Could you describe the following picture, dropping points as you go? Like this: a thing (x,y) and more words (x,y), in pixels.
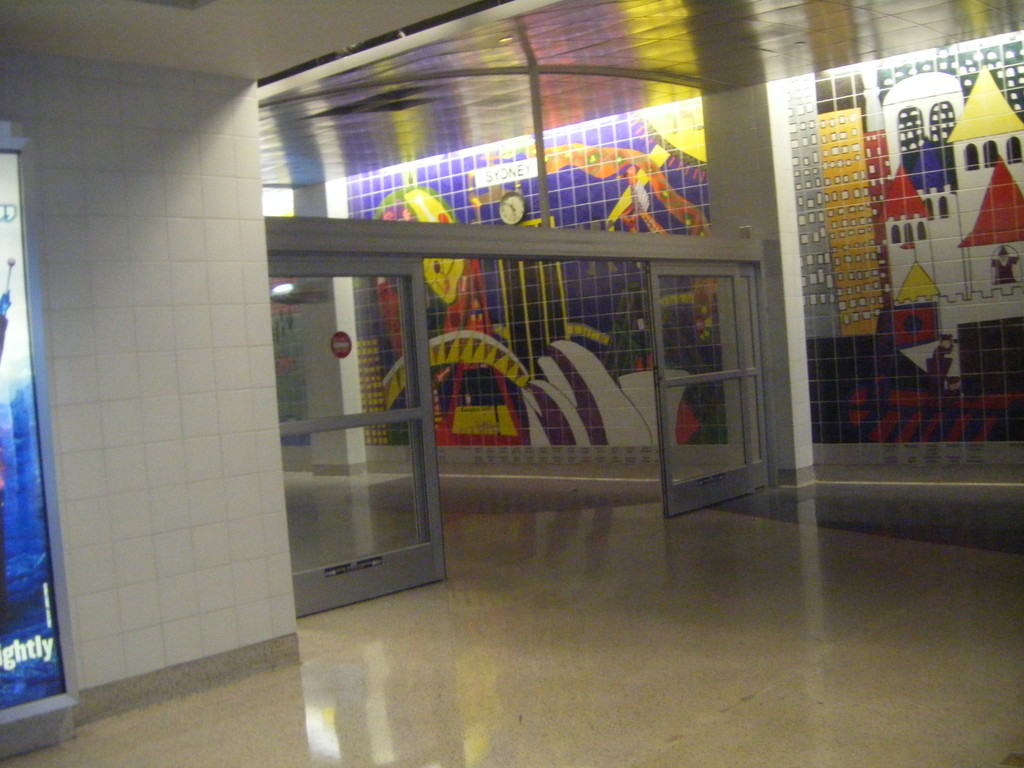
This picture is clicked inside the building (426,631). On the left side (43,447), we see a board (20,515) in white and blue color with some text (25,647) written. Beside that, we see a white wall (164,348) and beside that, we see the glass doors (666,430). In the background (675,171), we see a pillar (737,208) and a wall (637,369) on which a wall clock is placed. This wall (534,293) is painted in white, red, yellow and green color. At the top (426,154), we see the roof (583,81) of the building (470,44).
